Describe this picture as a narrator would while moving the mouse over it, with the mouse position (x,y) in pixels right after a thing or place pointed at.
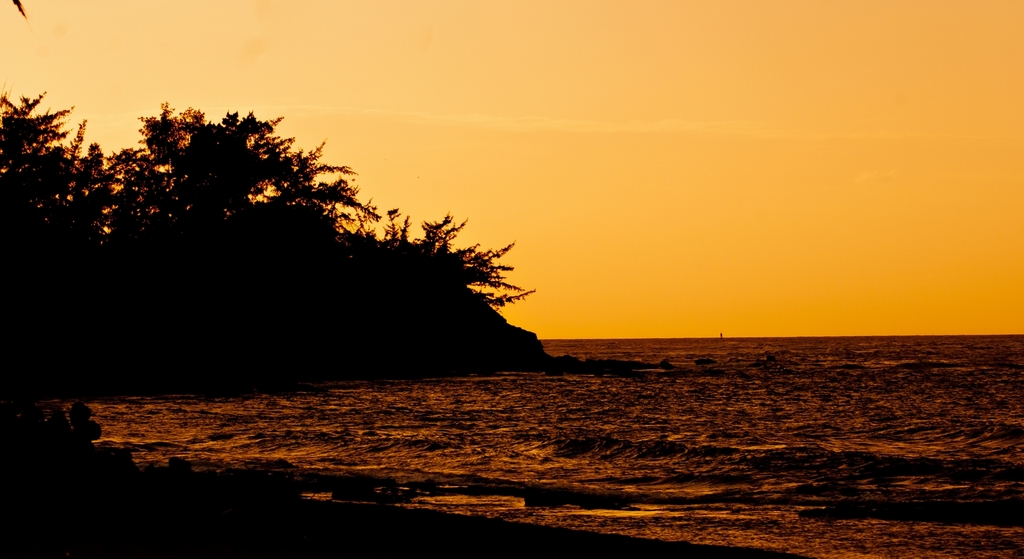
On the left (154,226) we can see many trees (214,166) on the mountain (315,288). On the right (843,472) we can see the ocean (928,347). At the top (766,79) we can see sky (766,79) and clouds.
